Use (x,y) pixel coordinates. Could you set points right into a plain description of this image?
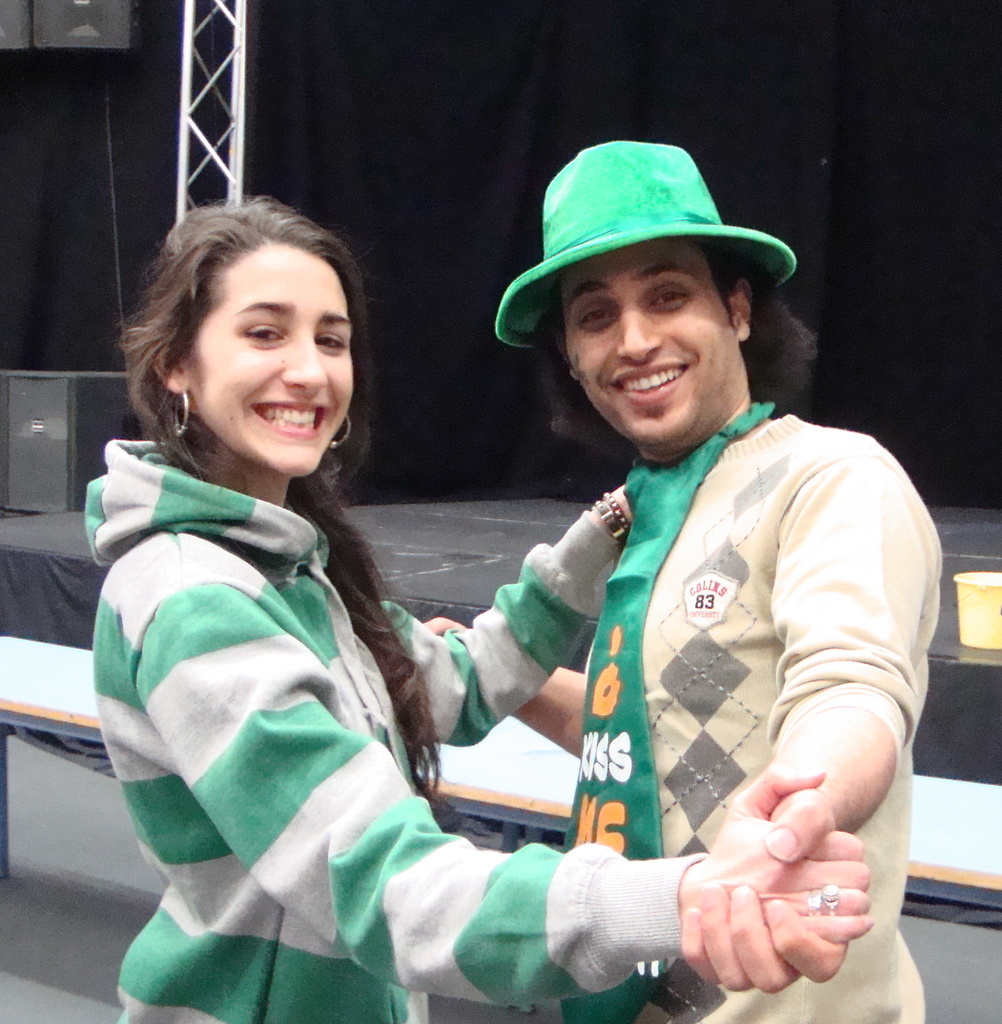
In the center of the image (658,449) we can see two people (617,368) are standing and holding their hands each other and smiling and a man (757,539) is wearing a hat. In the background of the image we can see the stage (934,773), rods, speakers (70,484), bucket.
